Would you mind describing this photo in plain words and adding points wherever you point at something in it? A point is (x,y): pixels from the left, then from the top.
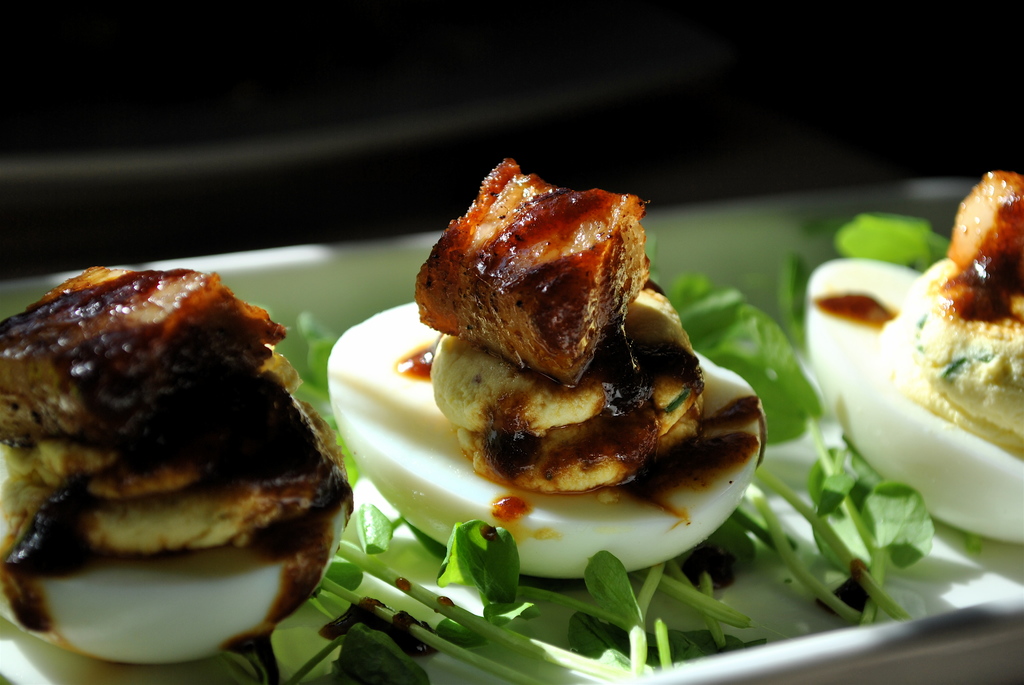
In this image, we can see a plate (855,628) contains leaves (851,526) and some food (400,407).
